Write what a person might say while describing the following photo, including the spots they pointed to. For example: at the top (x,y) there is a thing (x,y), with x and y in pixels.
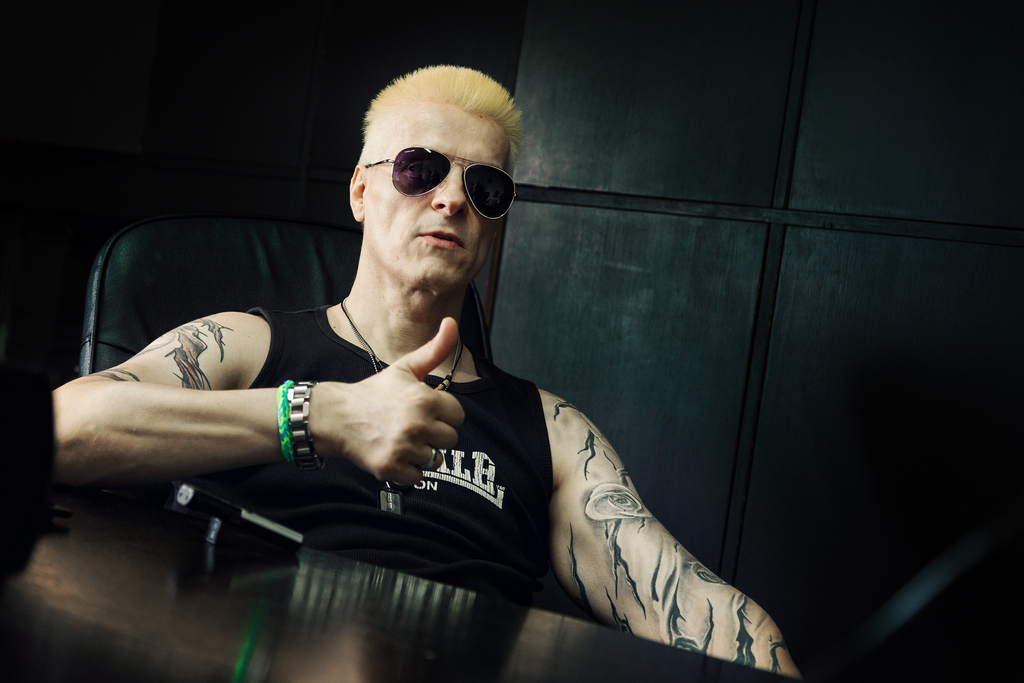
A man (336,403) is sitting on the chair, he wore a black color t-shirt (447,489), goggles (420,187) and he is showing his thumb (430,364).
